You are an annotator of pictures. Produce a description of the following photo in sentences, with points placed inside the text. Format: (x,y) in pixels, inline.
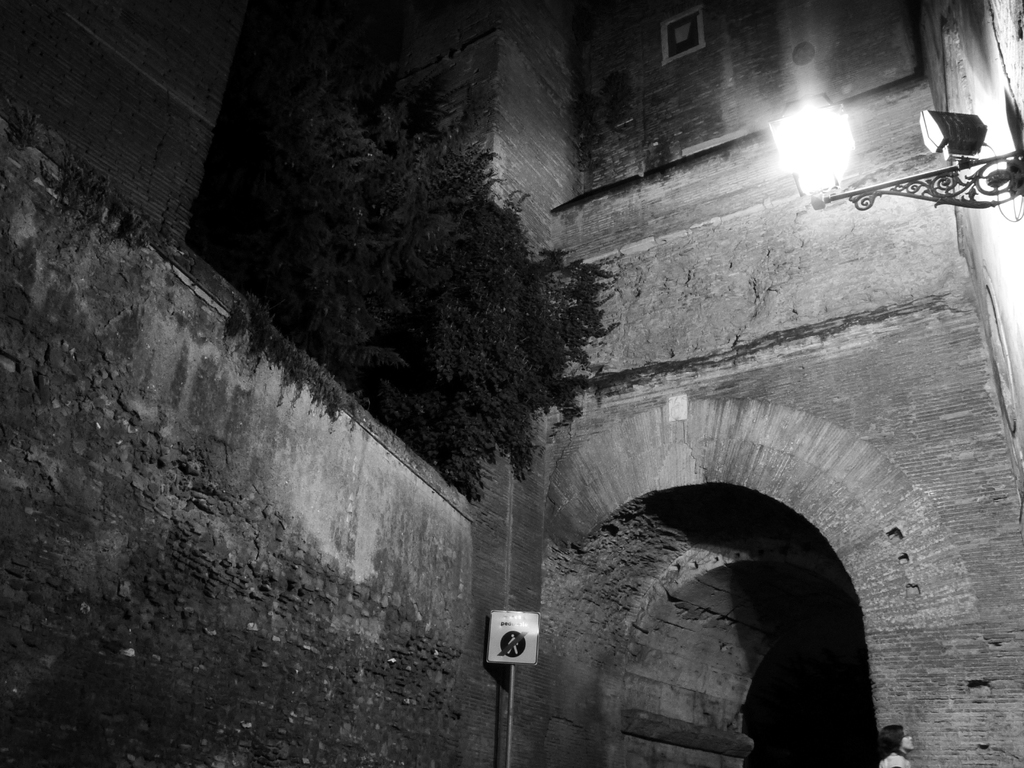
In the foreground of this black and white image, there is an arch (834,608), sign board (518,610), wall (304,590) and a woman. On the top (932,190), there is a lamp (802,158), plants (484,292) and a wall (531,91).
